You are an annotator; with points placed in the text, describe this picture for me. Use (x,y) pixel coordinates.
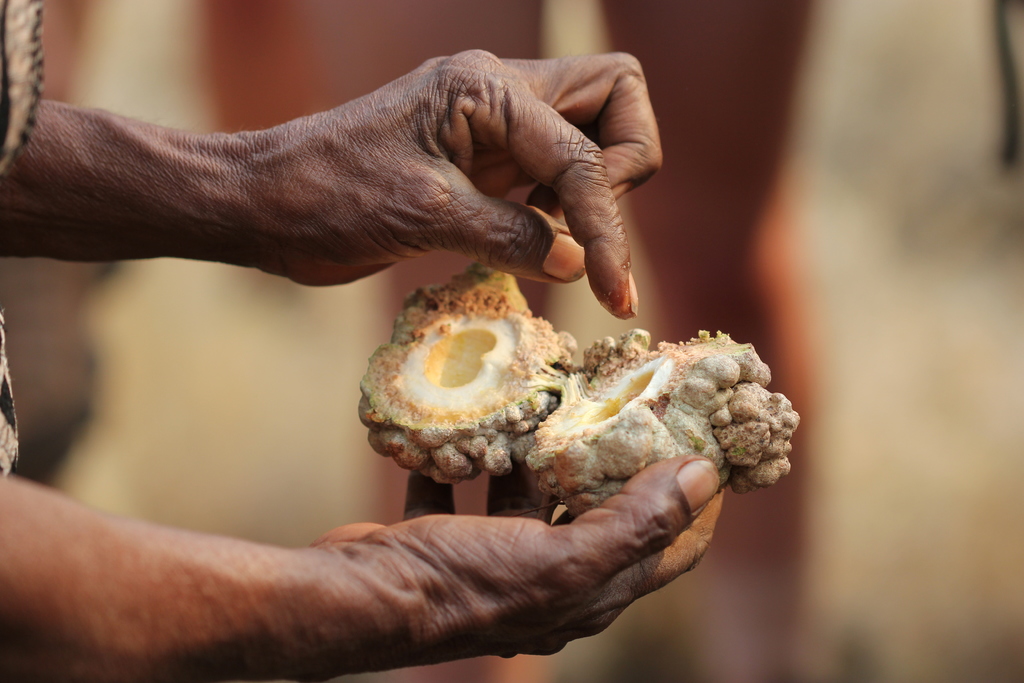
In this picture we can see a person (89,215) holding a fruit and in the background (326,508) we can see it is blurry.
